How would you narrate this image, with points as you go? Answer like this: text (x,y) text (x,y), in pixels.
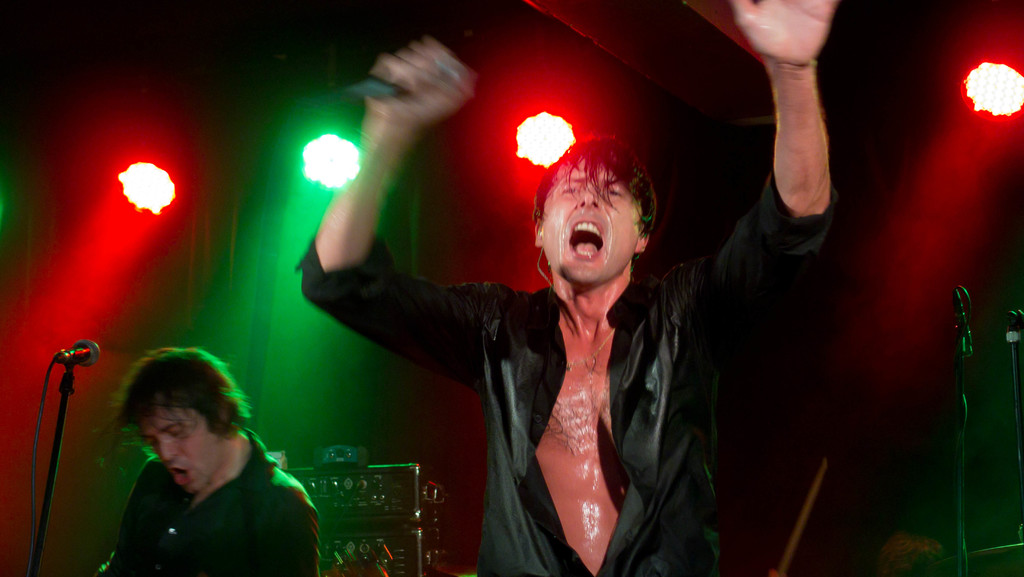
In this image there is a man (606,346) in the middle (606,351) who is holding the mic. At the top (990,89) there are lights (971,89). On the left side (178,436) there is another man (169,449) who is singing. In front of him there is another mic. In the background (380,486) there are speakers (372,491) and amplifiers (318,471).
